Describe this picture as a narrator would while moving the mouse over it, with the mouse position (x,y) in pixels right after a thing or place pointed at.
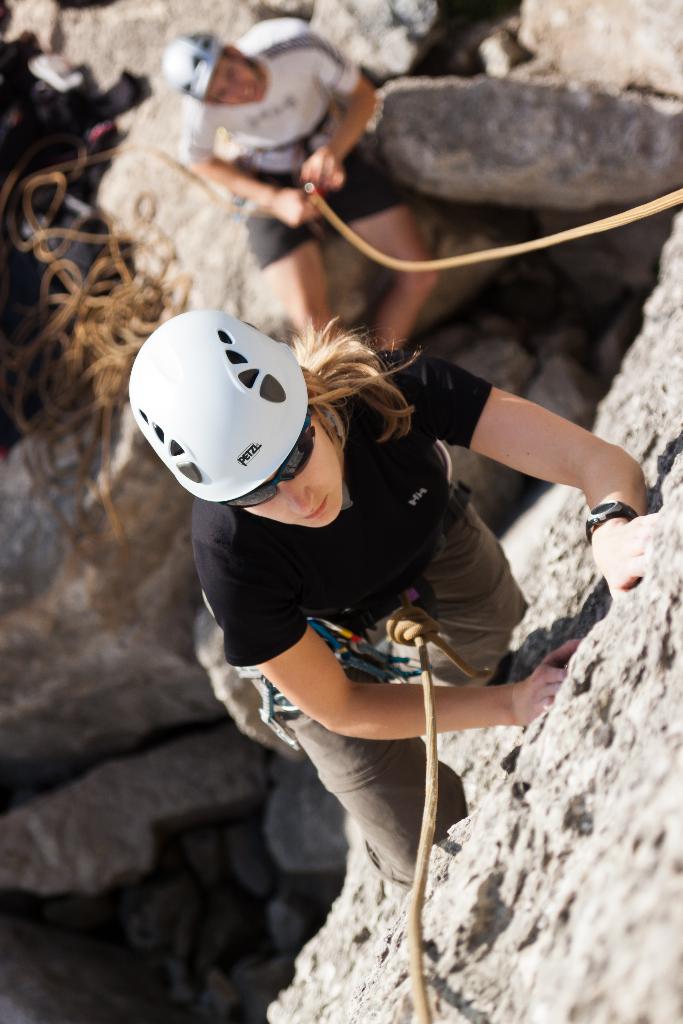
In this image in the center (249,574) there is one woman (270,604) who is climbing and she is wearing some belt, at the bottom (424,912) there is one man (284,191) who is sitting and he is holding a rope (560,241) and there are some rocks (118,185). On the left side (92,306) there are some ropes (101,312).
